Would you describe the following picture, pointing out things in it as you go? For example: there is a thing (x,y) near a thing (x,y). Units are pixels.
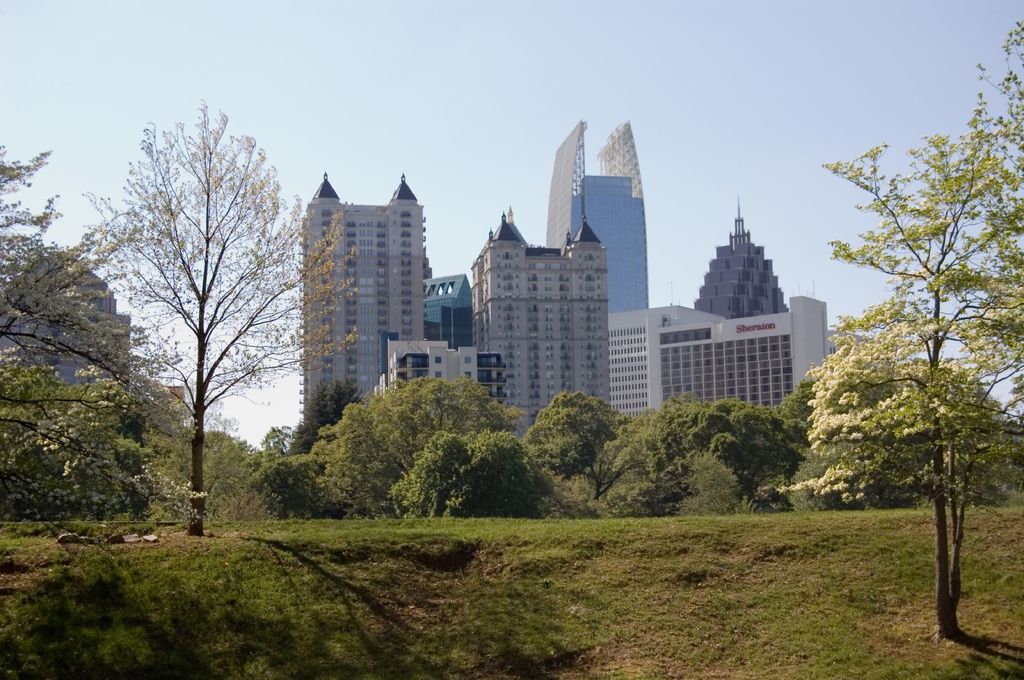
In this image we can see some grass (323,603), there are some trees (287,510) and in the background of the image (560,299) there are some buildings (718,277) and top of the image (311,115) there is clear sky (291,165).
